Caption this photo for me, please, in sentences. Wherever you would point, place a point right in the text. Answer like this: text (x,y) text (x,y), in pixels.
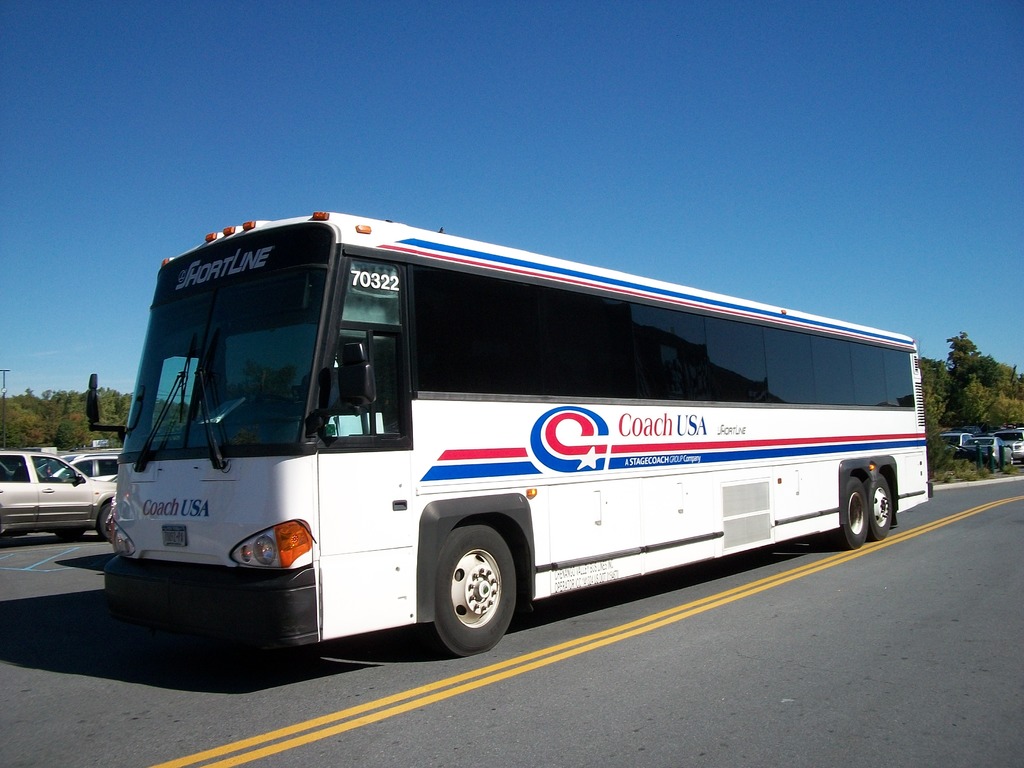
In this picture I can observe bus (590,476) in the middle of the picture (425,469) on the road (912,542). On the left side (97,497) I can observe cars (63,478). In the background (970,395) there are trees (956,389) and sky (392,153).
